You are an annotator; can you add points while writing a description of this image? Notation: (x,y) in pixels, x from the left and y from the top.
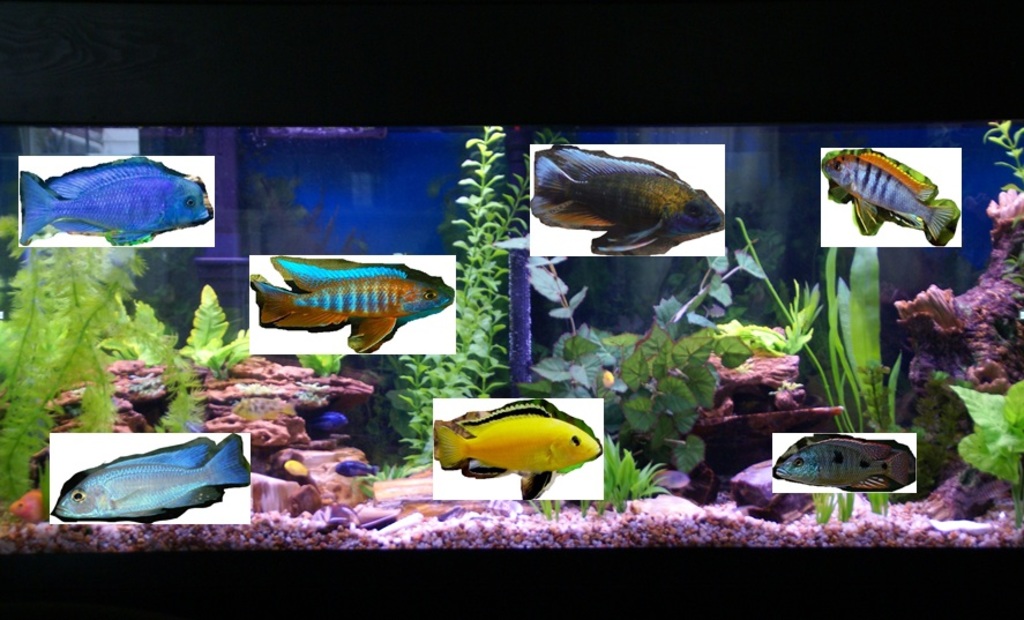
In this image we can see fishes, in the aquarium (613,370), here are small plants (666,355), here are the stones (972,367), here is the water (550,329) in blue color.
